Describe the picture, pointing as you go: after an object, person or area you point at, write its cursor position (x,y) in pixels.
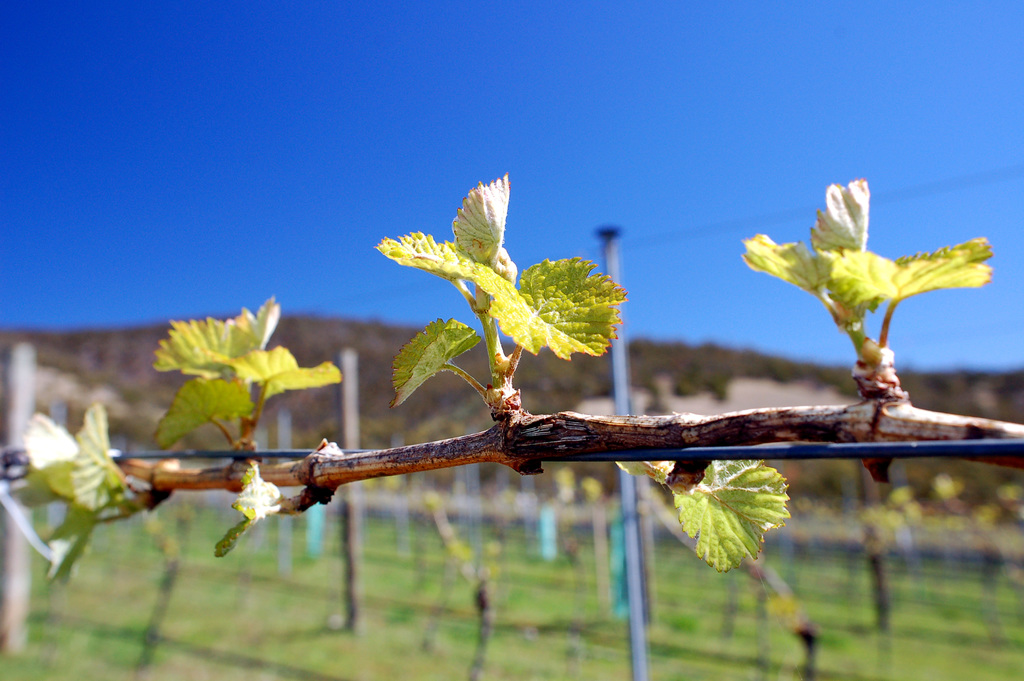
In this image we can see a creeper (216,477) to the cables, poles (620,391), hills (313,353) and sky (421,198).
